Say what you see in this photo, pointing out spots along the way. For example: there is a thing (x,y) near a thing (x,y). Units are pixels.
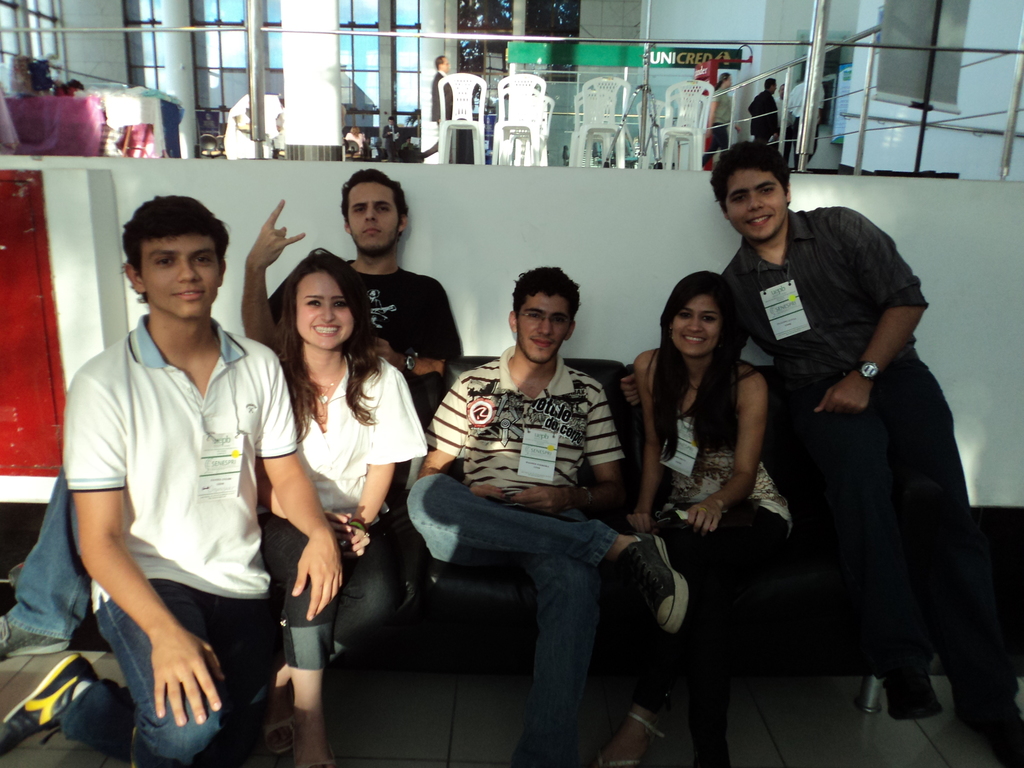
On the left side (235,521) a boy (247,530) is there, he wore white color t-shirt (190,482) and jeans trouser (141,708). beside him a beautiful girl (356,443) is sitting, she is smiling and beside her 4 persons (855,383) are there. At the top (575,144) there are chairs (467,90) in this image.
